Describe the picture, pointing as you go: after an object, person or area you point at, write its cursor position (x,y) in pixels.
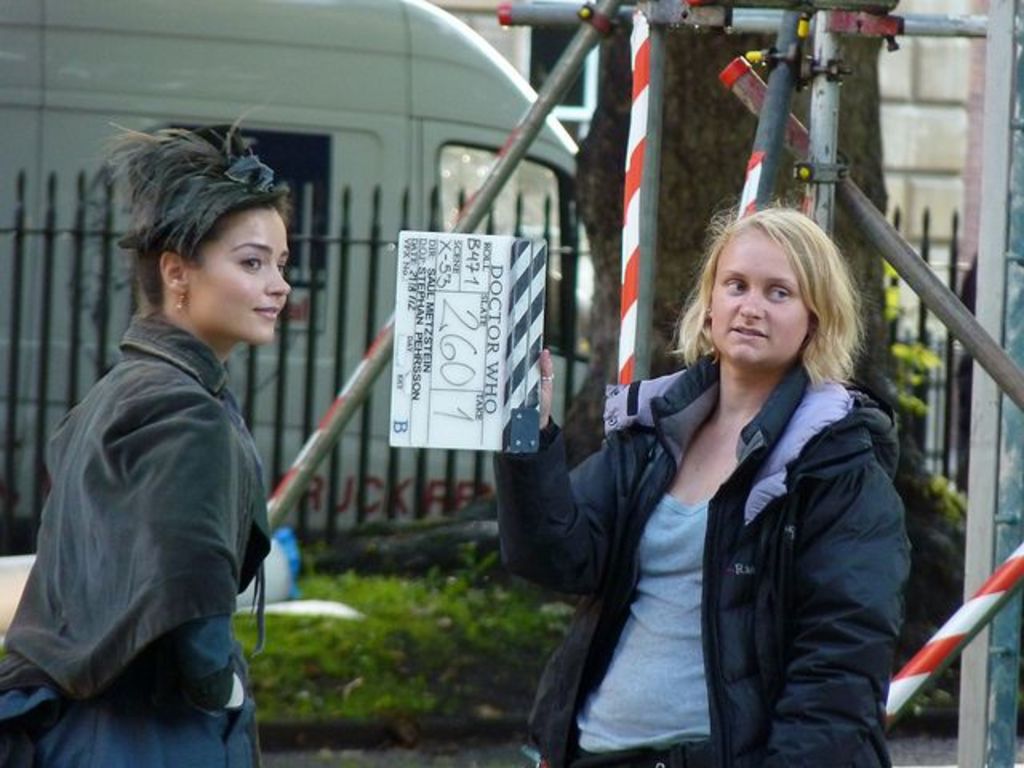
In this picture we can see two women (177,462) are standing in the front (736,581), a woman (731,569) on the right side (724,563) is holding a clapboard (479,422), in the background (916,135) there is a wall (898,141), a vehicle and a window (590,108), we can see some plants (446,610), fencing (316,322) and metal rods (752,158) in the middle (349,414).
